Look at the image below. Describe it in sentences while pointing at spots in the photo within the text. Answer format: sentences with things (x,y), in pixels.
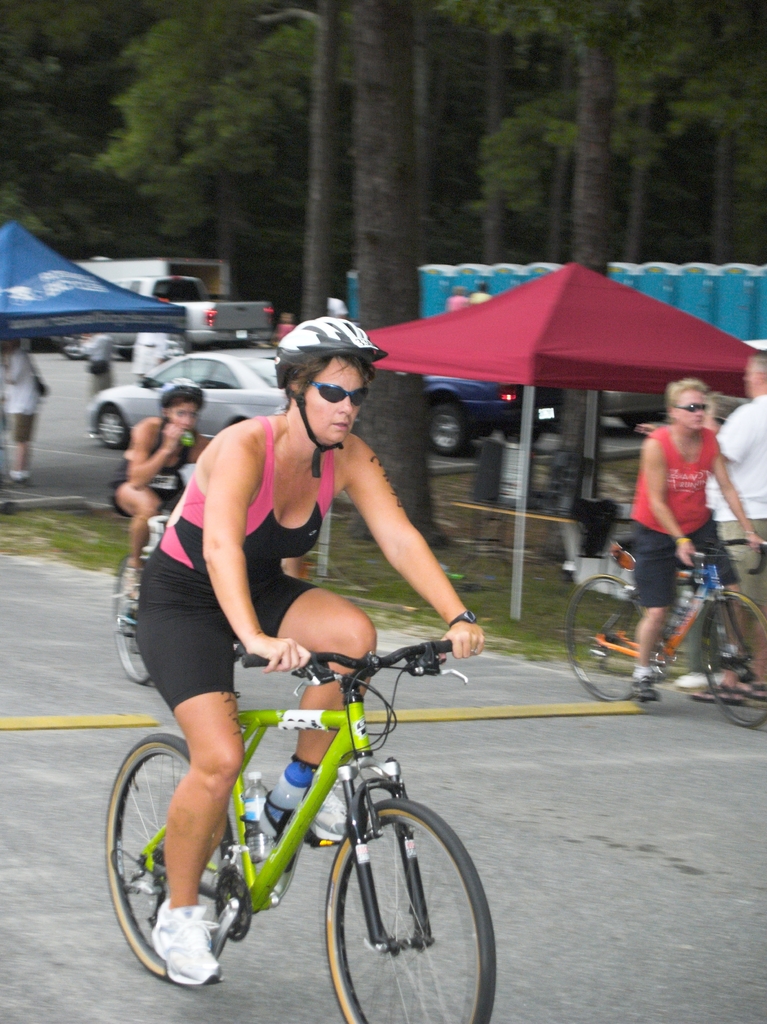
This is a picture taken in the outdoors. It is cloudy. A group of people (208,544) riding their bicycles (234,847) on road (503,771). Behind the people (220,520) there are cars (177,368) parking on road (70,419) and tents (85,296). Background of these people (181,396) there are trees (309,88).
